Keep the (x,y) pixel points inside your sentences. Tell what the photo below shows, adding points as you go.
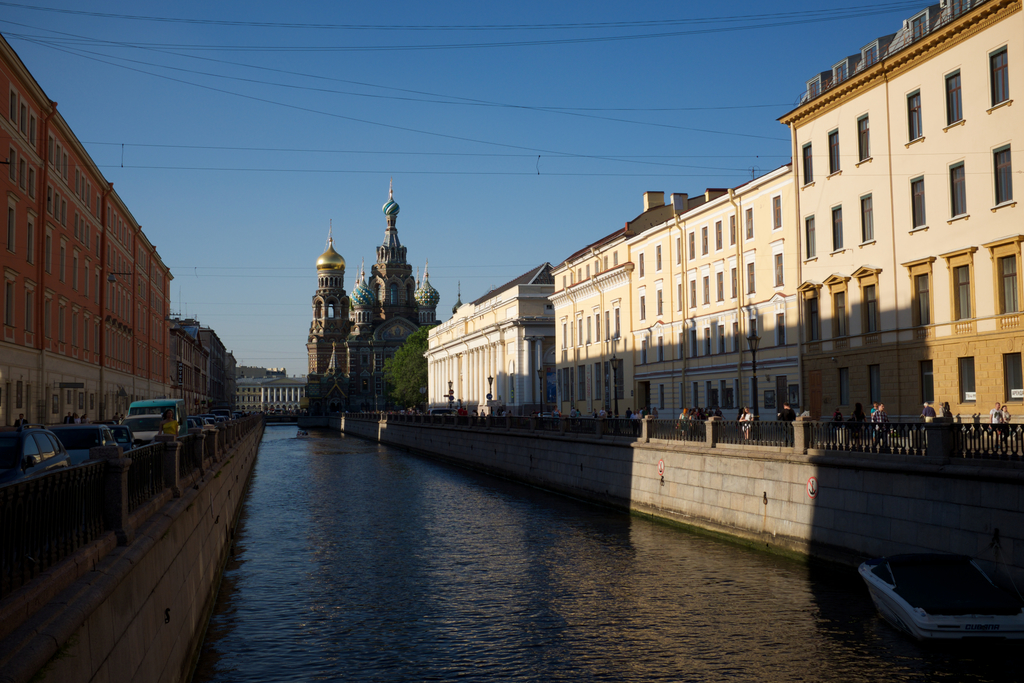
In the center of the image (471,276) we can see the sky (376,164), wires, buildings (868,190), windows (956,186), water (473,510), fences (126,470), vehicles (140,434), few people (885,429) and a few other objects (922,558).
